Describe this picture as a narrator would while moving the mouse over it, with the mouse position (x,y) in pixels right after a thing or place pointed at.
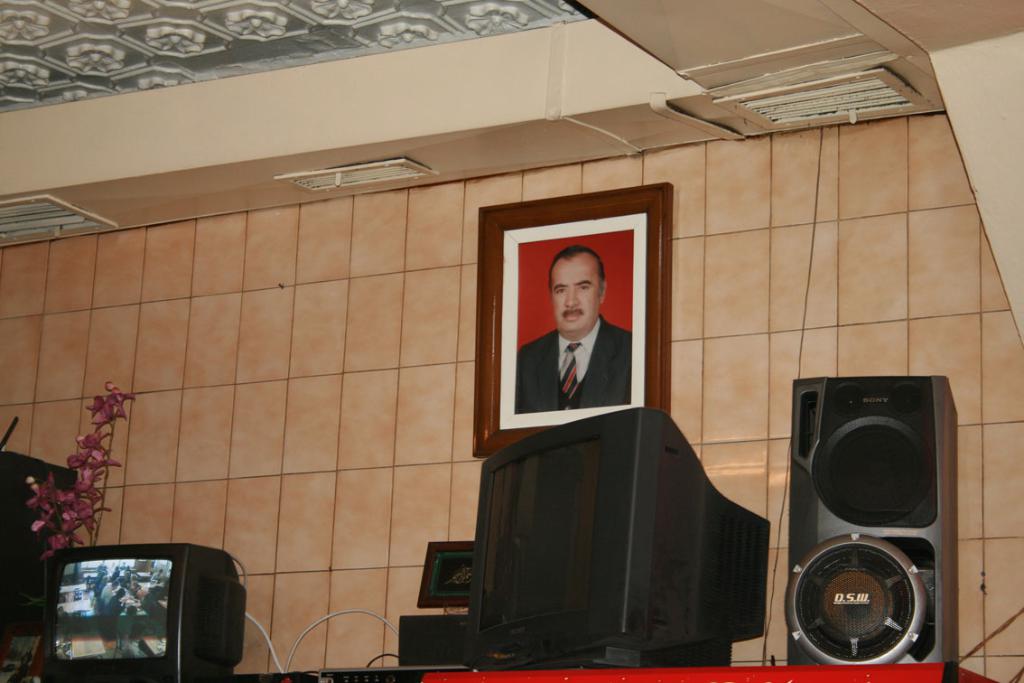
In this image I can see a television (207,577), a monitor (477,531), a speaker (799,436), a plant (52,543) and few other things (448,667). I can also see a frame (658,234) on the wall (457,317) and I can see this frame (613,337) contains the picture (610,314) of a man (599,303). I can also see he is wearing formal dress (610,349).
